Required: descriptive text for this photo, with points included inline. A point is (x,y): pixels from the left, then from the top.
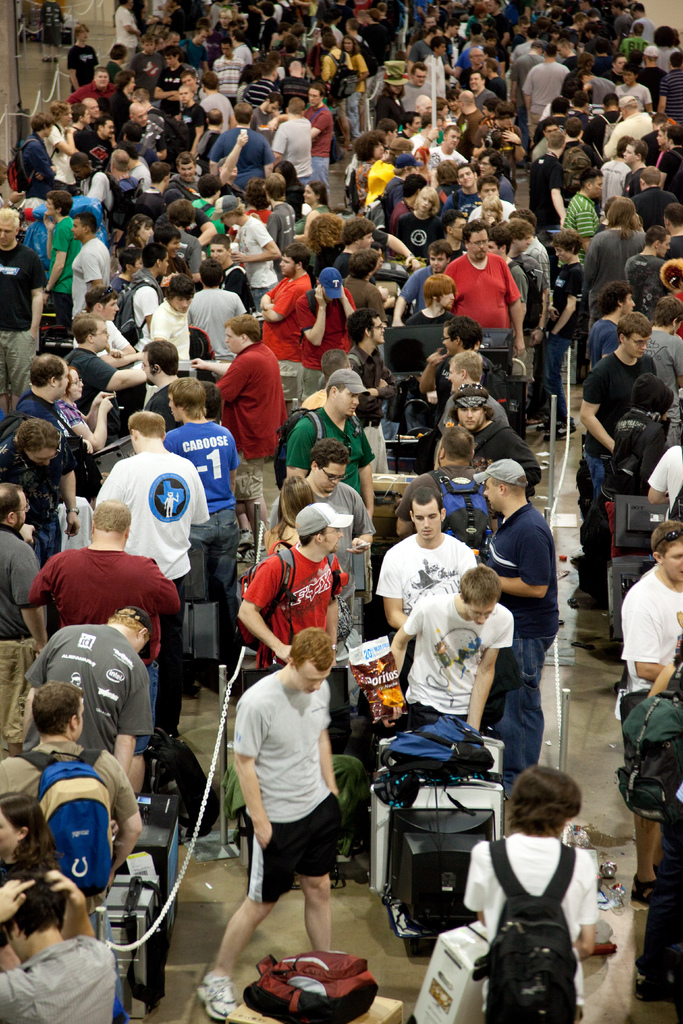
In this image we can see a group of people (438,604) standing on the floor (545,681). We can also see some poles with chains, the monitors (456,824) on the tables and a bag (350,962) on the floor (384,918).
